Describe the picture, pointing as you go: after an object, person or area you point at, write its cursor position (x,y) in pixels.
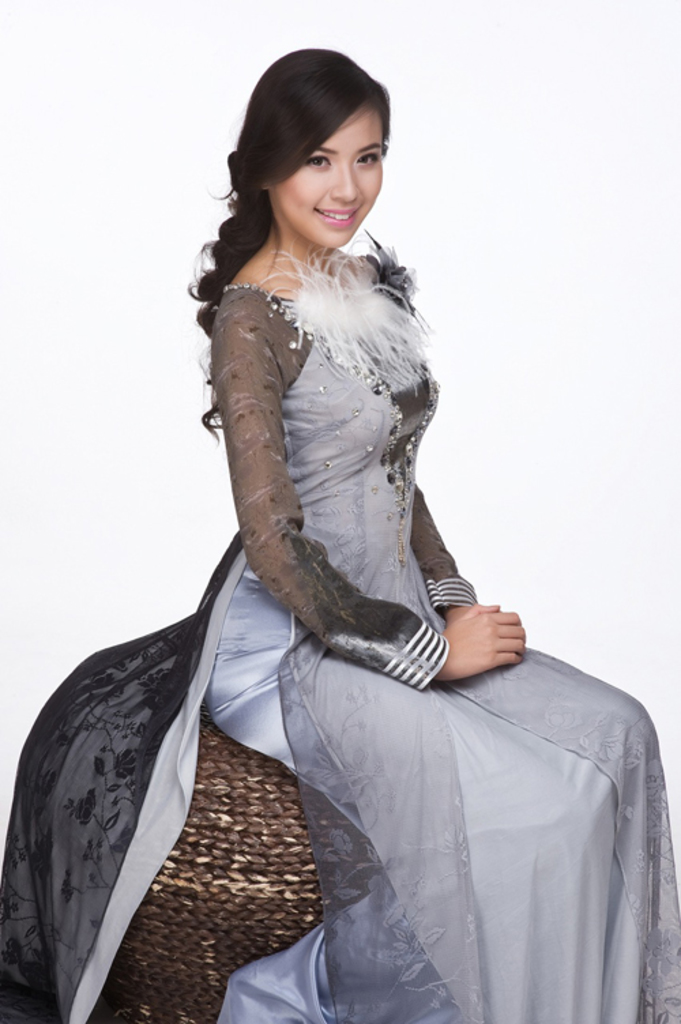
In the picture we can see a woman (308,966) sitting on the sofa structure (222,907) and she is wearing a gray color dress (324,375) and she is smiling.
